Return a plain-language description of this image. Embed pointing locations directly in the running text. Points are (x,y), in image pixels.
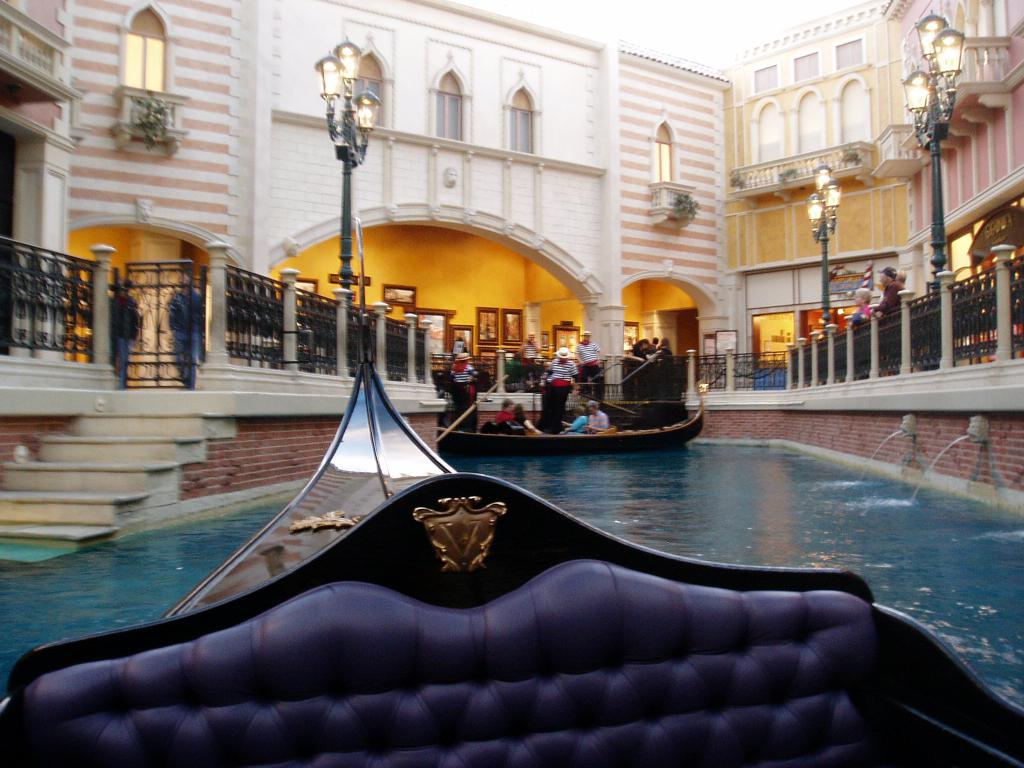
In this image there is water (822,503) in the middle (632,466). In the water (636,527) there are two boats (525,516). In the background (497,199) there are buildings (455,193). There are light poles (340,150) on either side of the water (952,567). On the left side (124,452) there are steps (78,452). There is a fence (268,331) around the water (916,531).
